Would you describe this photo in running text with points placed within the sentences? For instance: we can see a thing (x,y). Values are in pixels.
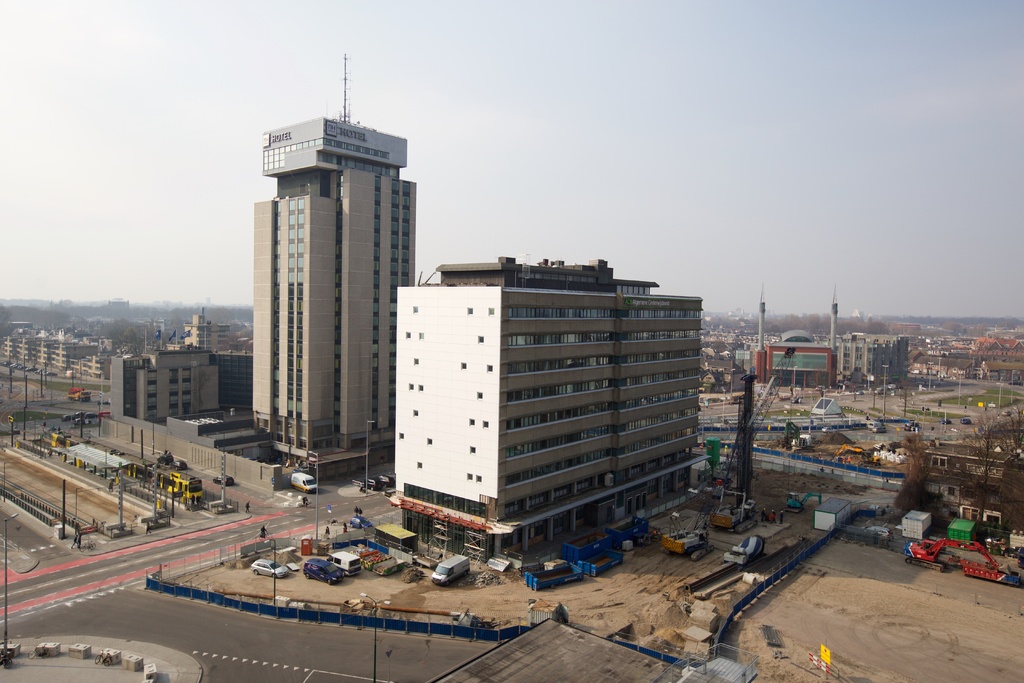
In the picture there are many buildings (375,387) and towers (270,355), around the buildings (75,361) there a lot of vehicles (685,551) on the land (91,410) and in some places there is a garden (789,411) and in the background (454,169) there is a sky (625,169).
